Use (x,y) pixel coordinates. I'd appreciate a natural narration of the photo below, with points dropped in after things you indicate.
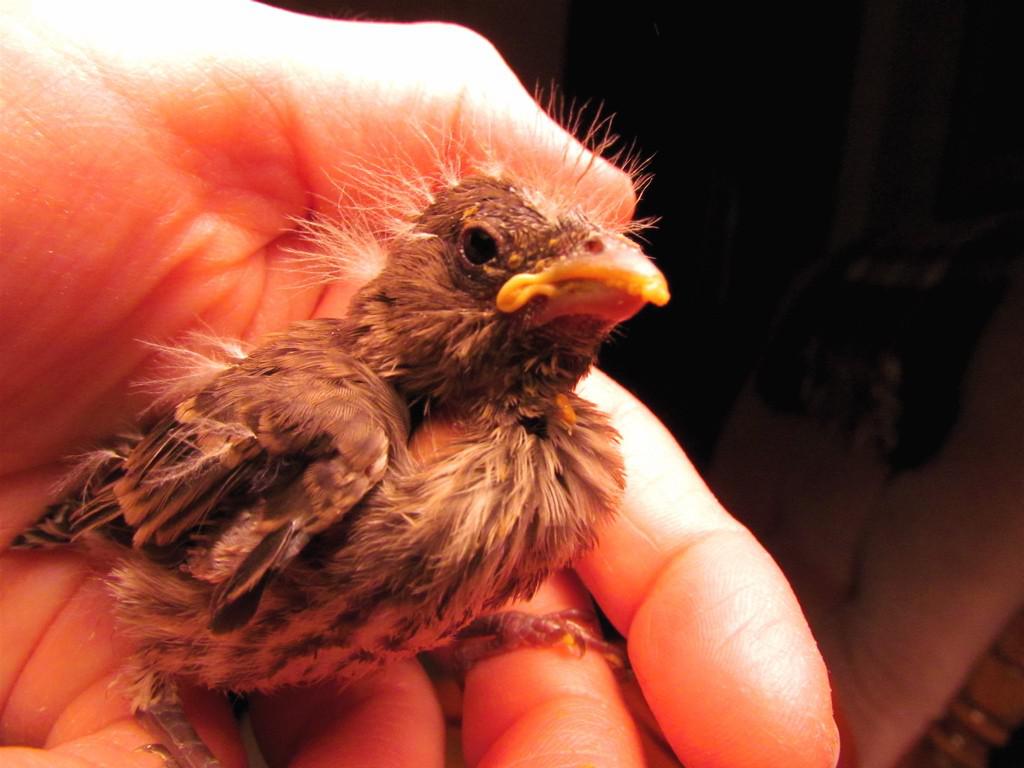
In the image I can see a bird (542,502) in hand (104,764).
